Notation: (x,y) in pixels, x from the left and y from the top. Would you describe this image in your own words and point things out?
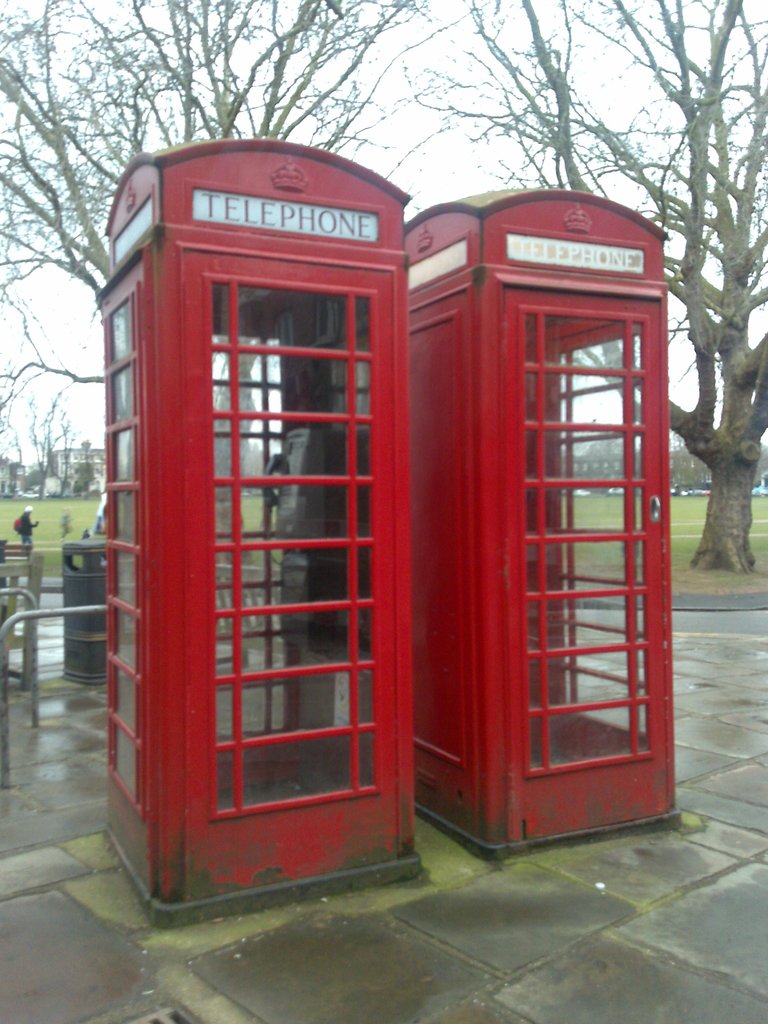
In the center of the image (465,510) there are telephone booths (404,732). In the background (90,625) there is a bin (83,626), trees (152,80), building (72,483) and sky (416,105).
